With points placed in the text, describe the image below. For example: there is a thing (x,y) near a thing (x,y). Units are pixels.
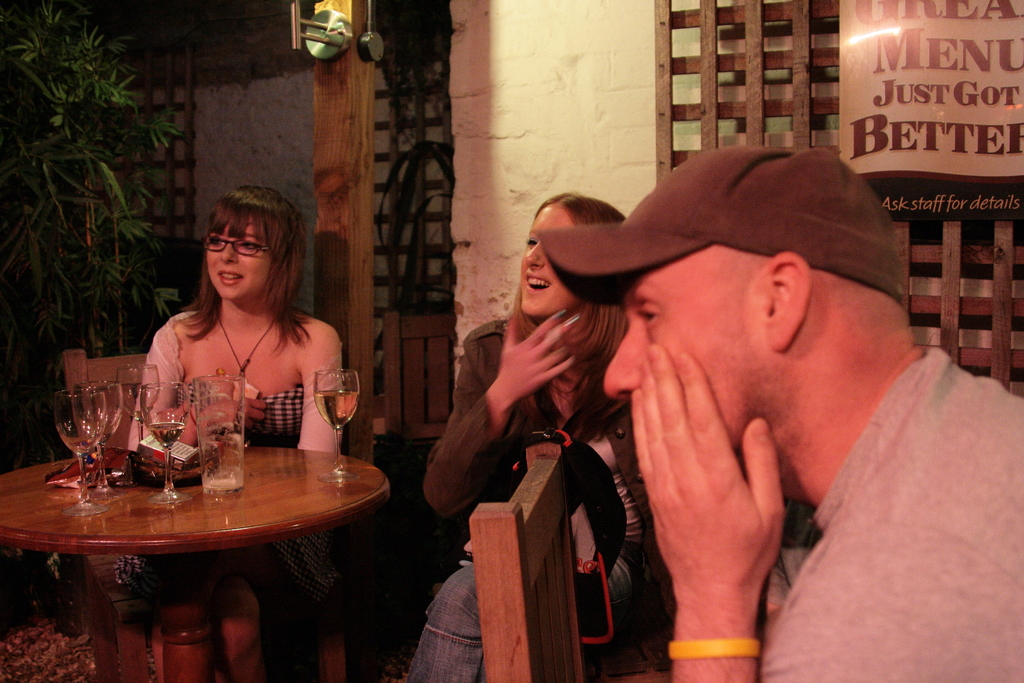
In the image we can see there are three people (499,379) sitting on a chair (424,423) in front of them there is a table (144,496) and wine glasses (113,419) are kept on it. Beside there is a tree (106,280).
